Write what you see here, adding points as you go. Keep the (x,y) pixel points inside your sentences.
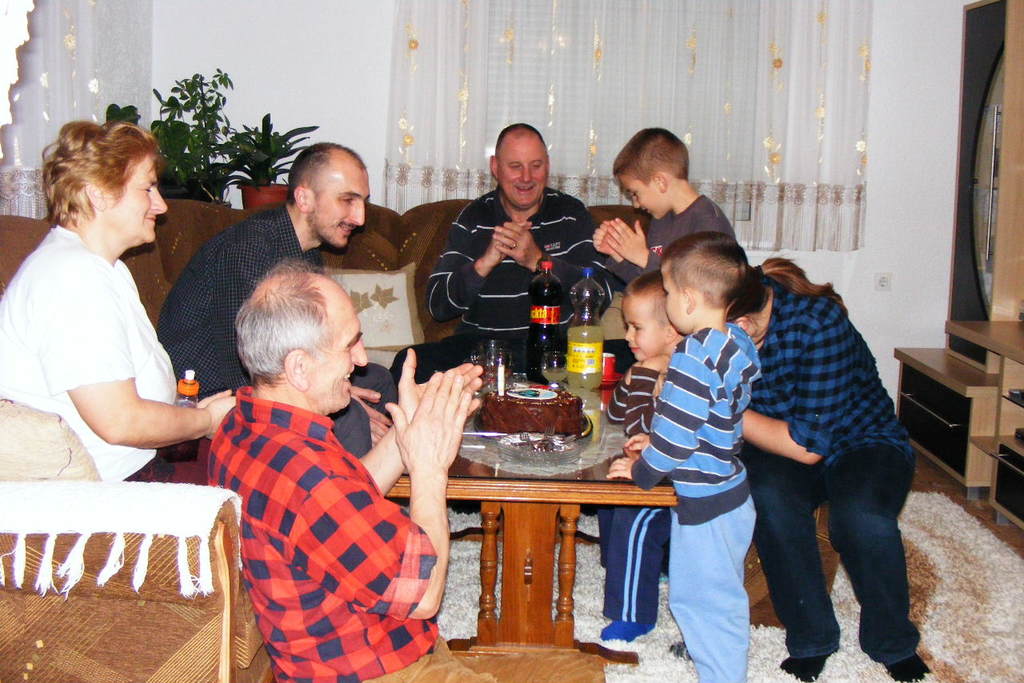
In the image we can see there are people (797,314) who are sitting on sofa (376,240) and others (379,480) are standing and sitting on floor (1000,601).
